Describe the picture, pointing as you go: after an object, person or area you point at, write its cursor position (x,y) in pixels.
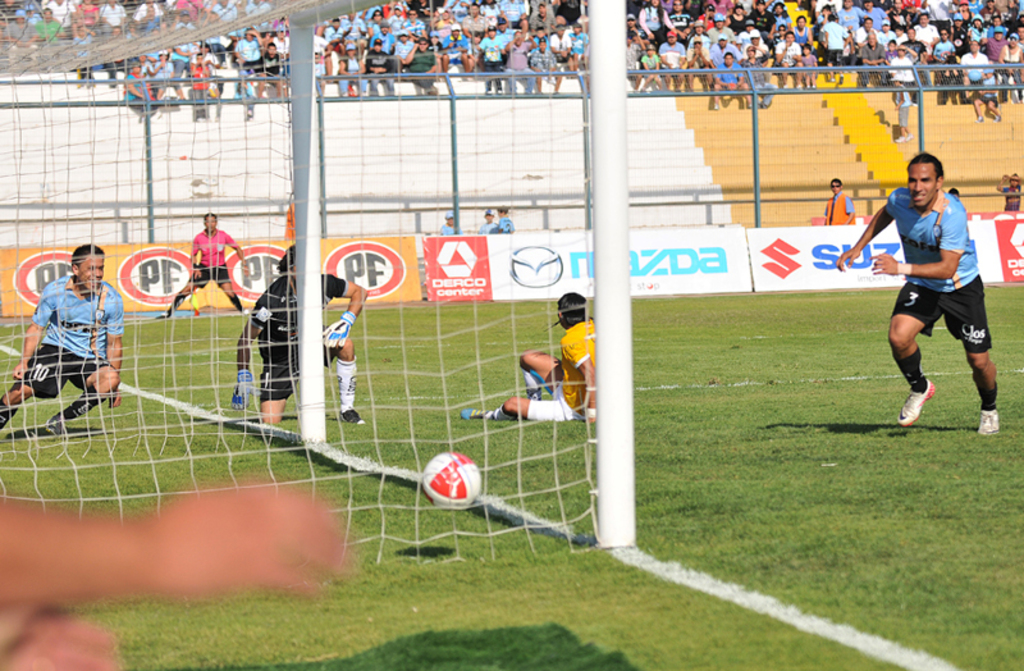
In this image I see the green grass (220,394) on which there are white lines (481,497) and I see 4 persons (294,324) who are wearing jerseys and I see a ball (469,481) over here which is of white and red in color. In the background (381,293) I see few more people (394,10) in which most of them are sitting and I see the fencing (554,183) over here and I see the boards (804,252) on which there is something written and I see logos (786,258).
